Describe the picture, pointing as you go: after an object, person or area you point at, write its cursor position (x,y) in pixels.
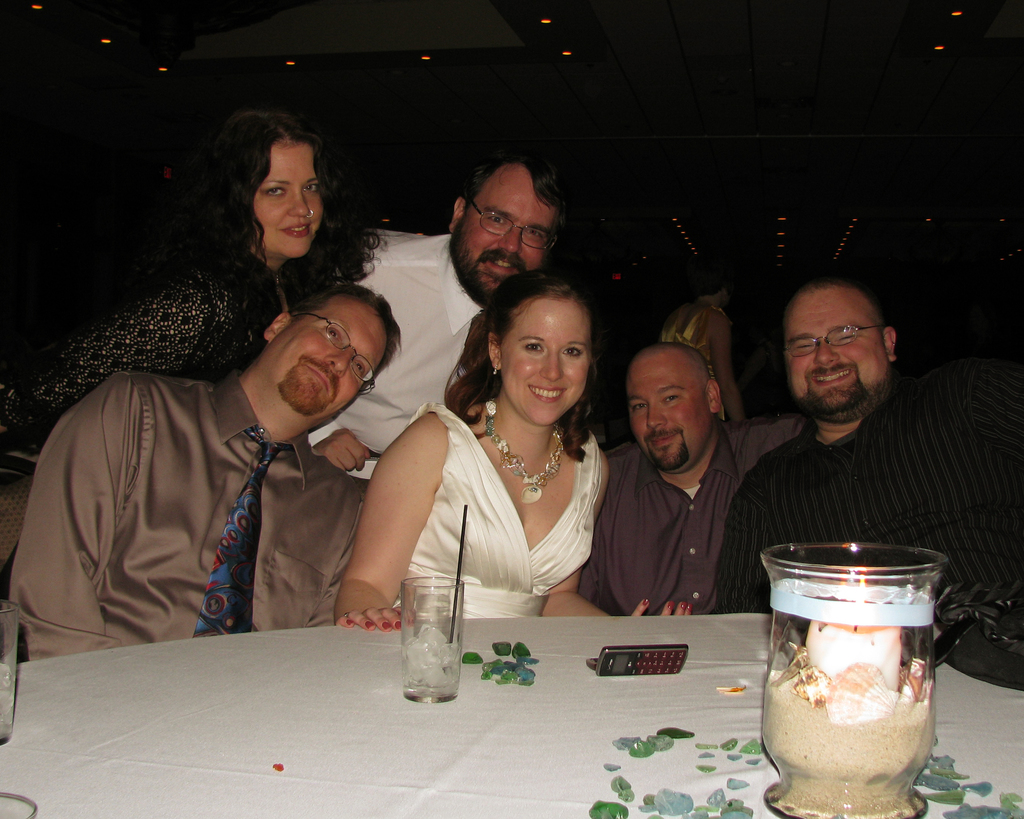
In this image there are many people (461,450). Few (433,307) are wearing specs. In front of them there is a table (468,647). On the table (566,672) there is a mobile (617,664), glass (437,667) and jar (787,652) with a candle (815,650). On the ceiling (591,189) there are lights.
